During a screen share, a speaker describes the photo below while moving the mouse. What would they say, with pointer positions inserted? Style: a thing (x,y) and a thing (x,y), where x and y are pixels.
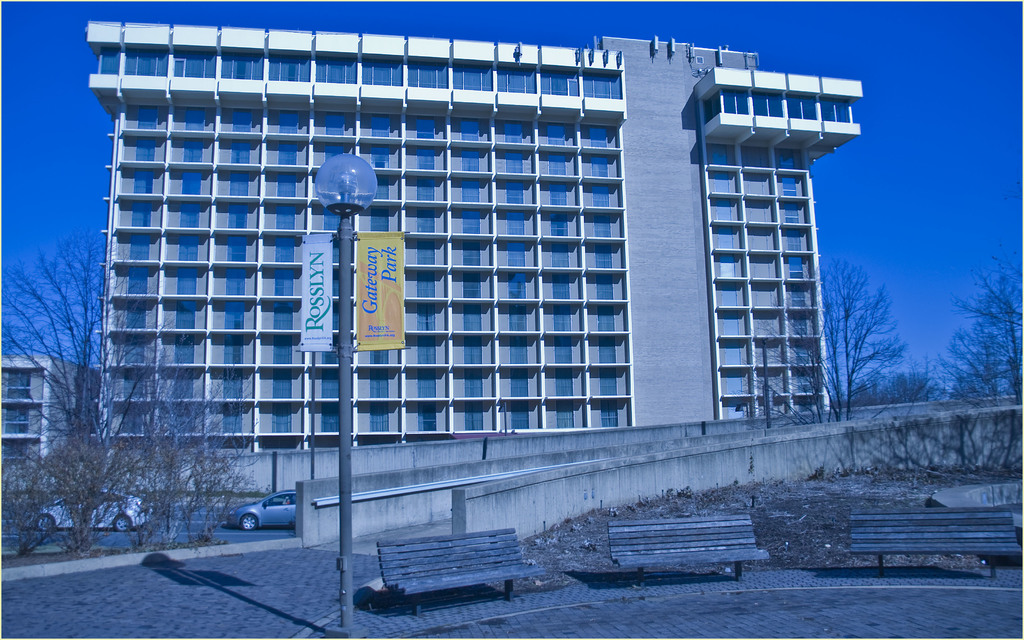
In the picture there is a building (407,187) and in front of the building (215,306) there are two cars (241,519) and there is a tree (78,473) on the left side (78,514) and in the front (373,575) there is a pavement (313,616) and on that pavement (848,600) there are three benches (640,568), on the left side (339,203) there is pole light (339,188) and there are two banners (380,312) attached to that pole light (362,163) and there are some other trees (849,375) on the right side (875,376).
